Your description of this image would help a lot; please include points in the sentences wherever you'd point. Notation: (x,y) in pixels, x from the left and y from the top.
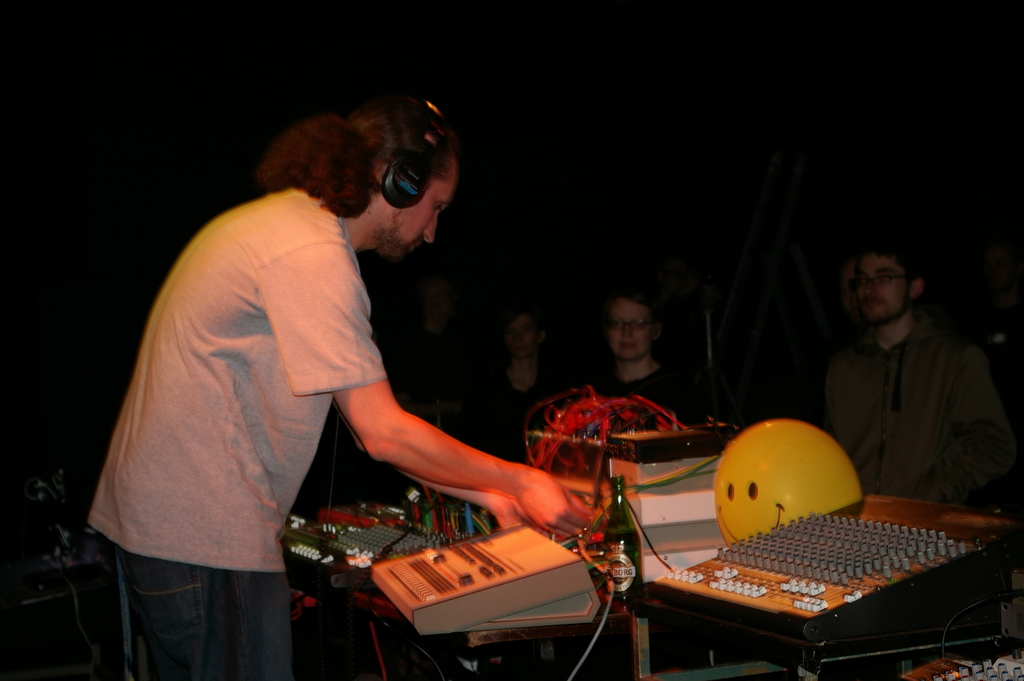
In this image we can see a man (429,225) wearing the headsets (443,116) and standing in front of the musical instruments (461,570) which are on the table (553,633). We can also see the bottle (619,580), a smiley toy (759,507) and also the persons (514,352) in the background (647,367).
